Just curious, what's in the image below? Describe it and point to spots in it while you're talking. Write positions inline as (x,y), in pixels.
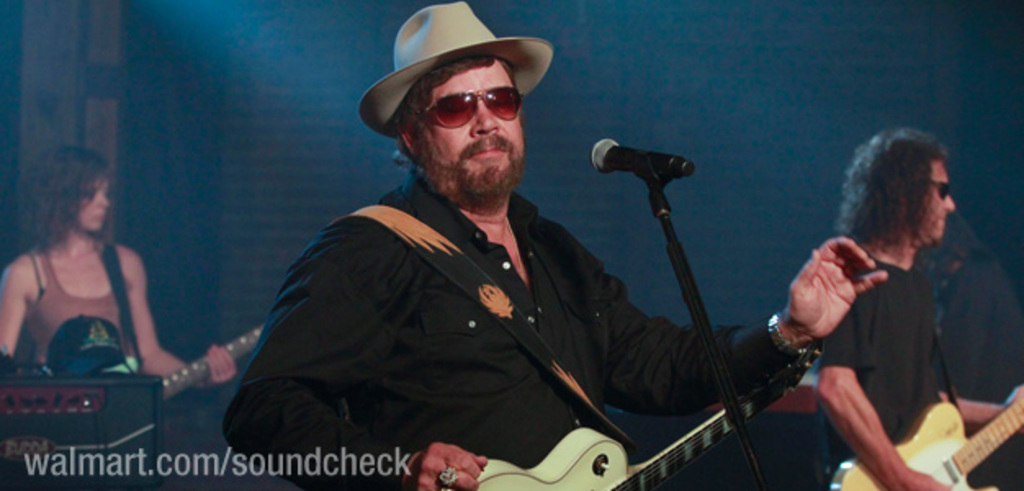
In this picture we can see three persons (403,430) are standing and playing guitar (701,431). In the middle of the image (535,232) a man (469,109) is wearing hat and goggles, in-front of him we can see a mic (657,166) with stand (650,183). On the left side of the image (140,371) we can see a musical instrument (73,394) and cap (110,337). In the bottom left corner (312,462) we can see the text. In the background (198,139) the image is dark.
